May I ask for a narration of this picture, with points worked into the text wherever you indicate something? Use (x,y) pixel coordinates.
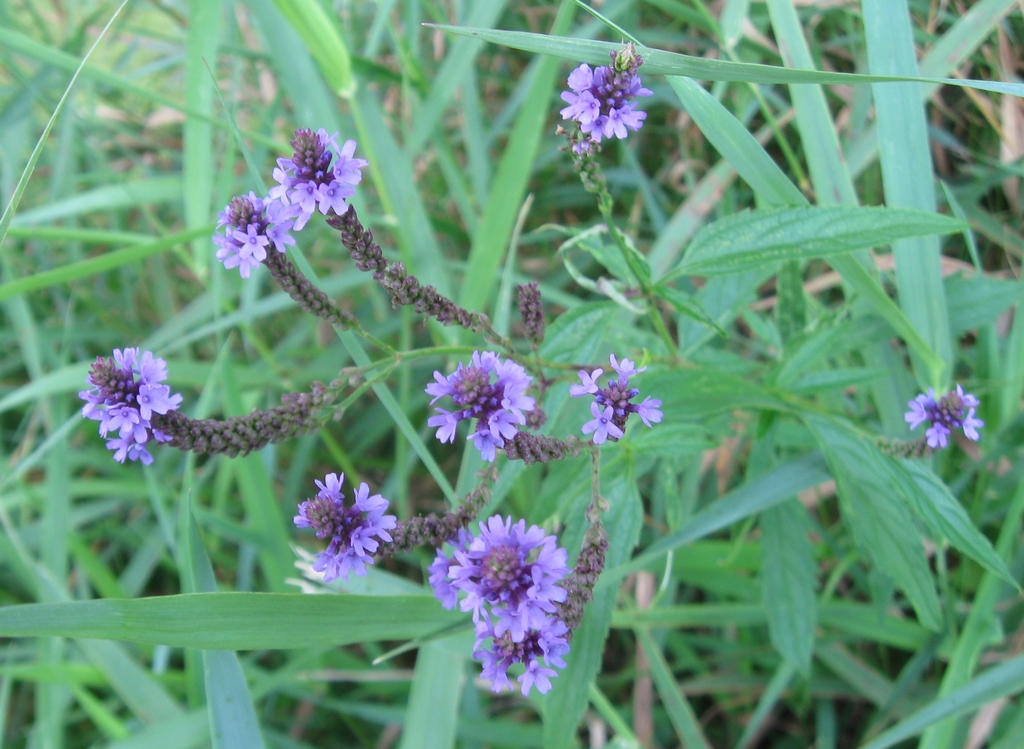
In this picture, we see a plant (668,382) which has the flowers (485,402) and the seeds (237,426). These flowers (484,384) are in violet color. In the background (394,175), we see the grass (705,219). This picture is blurred in the background (246,615).
